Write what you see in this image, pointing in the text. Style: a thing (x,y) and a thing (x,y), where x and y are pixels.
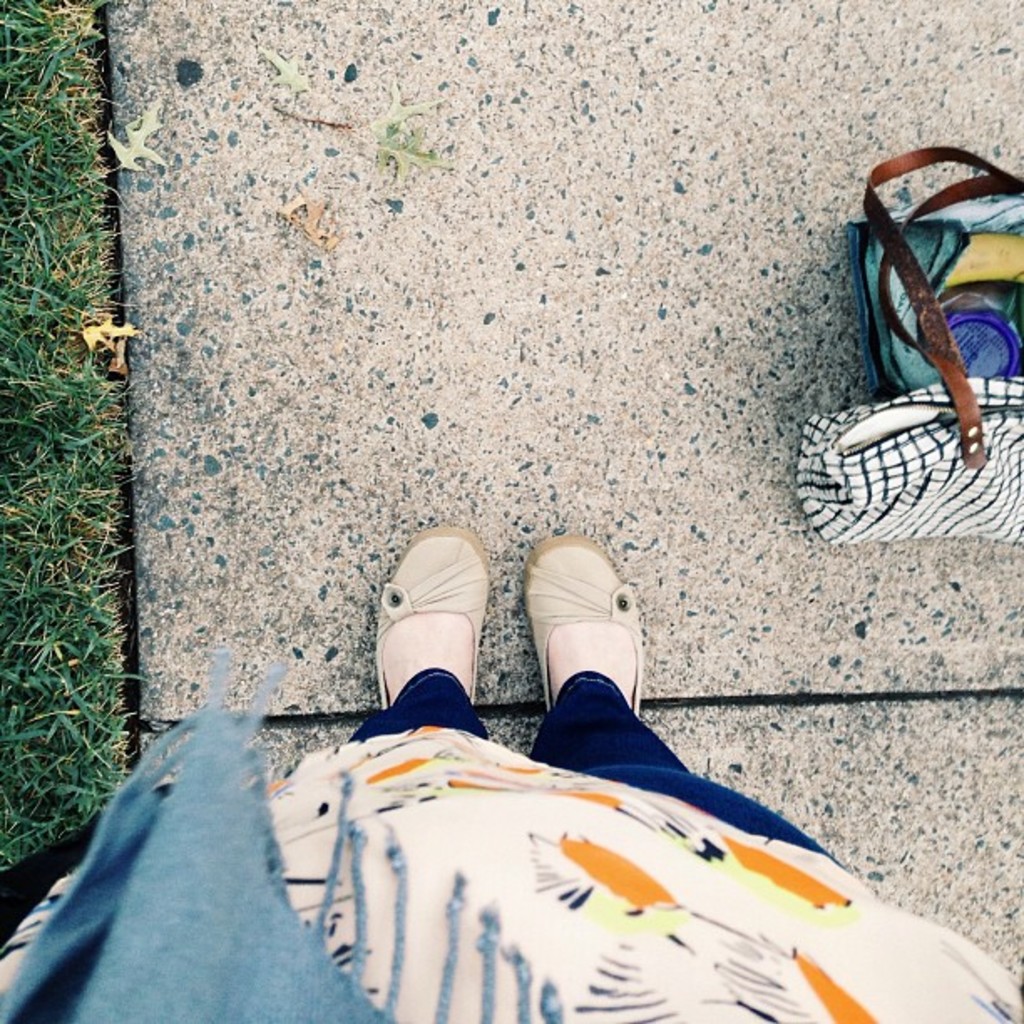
In this image I can see a person (549,801) standing on the ground (488,681) and on the ground (187,249) I can see some grass (58,444), few leaves (152,119) and few bags (972,467).
